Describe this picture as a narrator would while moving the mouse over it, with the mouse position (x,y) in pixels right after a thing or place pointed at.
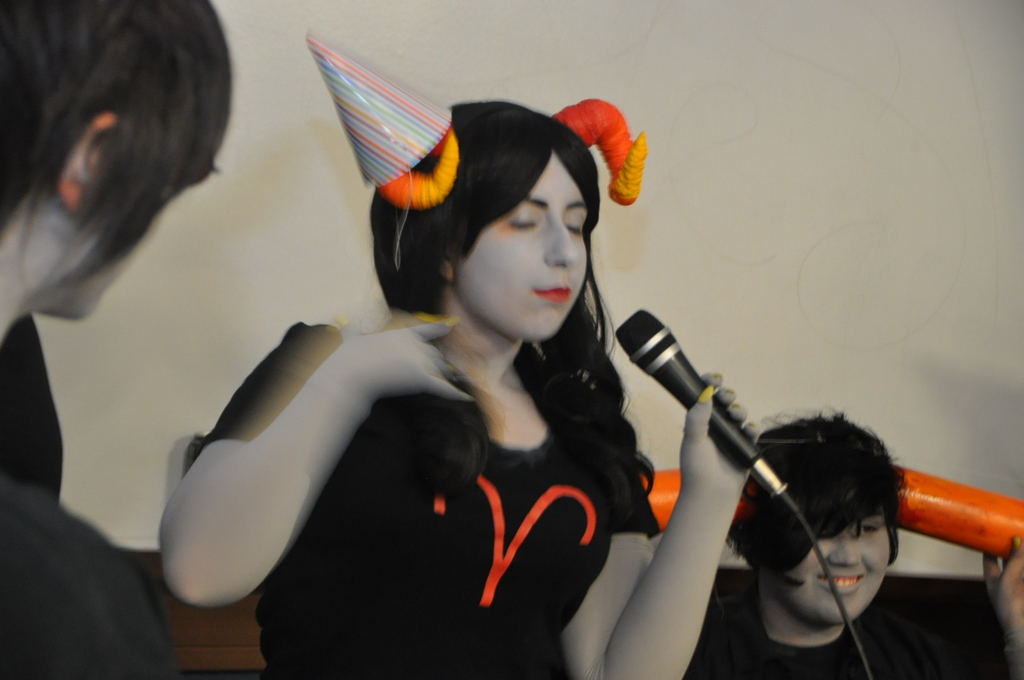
In this picture we can see three people (328,453), in the middle of the given image a woman (451,378) is holding a microphone (660,382) in her hand (702,413) and she wears a cap (414,117).
